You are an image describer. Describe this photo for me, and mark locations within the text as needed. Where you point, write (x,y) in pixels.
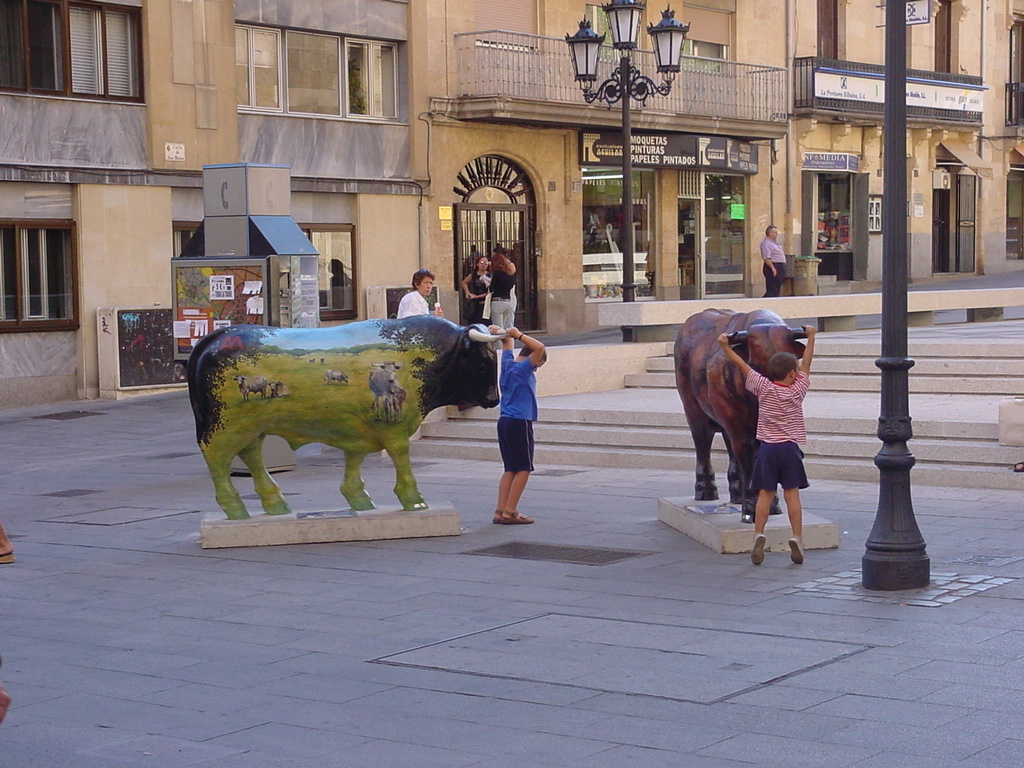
In this picture we can observe statues (263,343) of animals (687,390) on the floor (444,628). There are two kids (515,469) in front of these two statues (481,371). We can observe a pole (888,332) on the right side (902,294). In the background (363,115) there is a building (562,119). We can observe a pole (630,102) to which three lights (660,62) are fixed.
